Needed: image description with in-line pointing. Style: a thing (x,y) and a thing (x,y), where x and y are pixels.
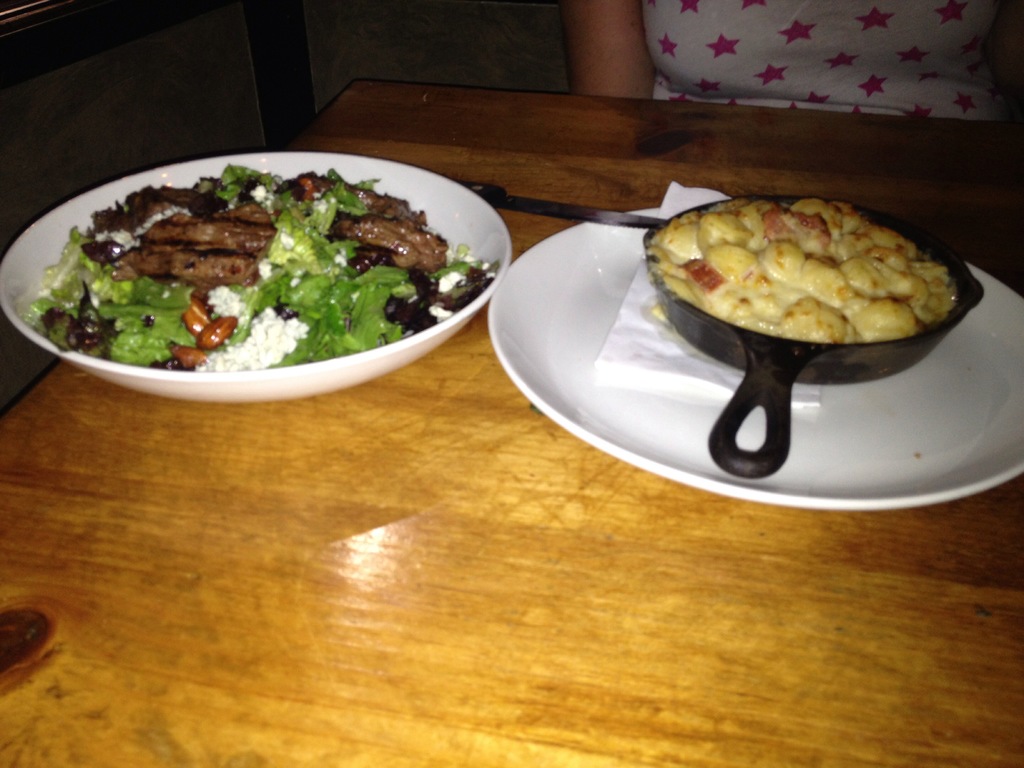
In the picture I can see the wooden table (307,575). I can see a dish bowl (429,216), a plate (908,490), a knife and a pan (928,339) are kept on the wooden table (734,650). I can see a woman (949,115) on the top right side (738,43) though her face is not visible.
